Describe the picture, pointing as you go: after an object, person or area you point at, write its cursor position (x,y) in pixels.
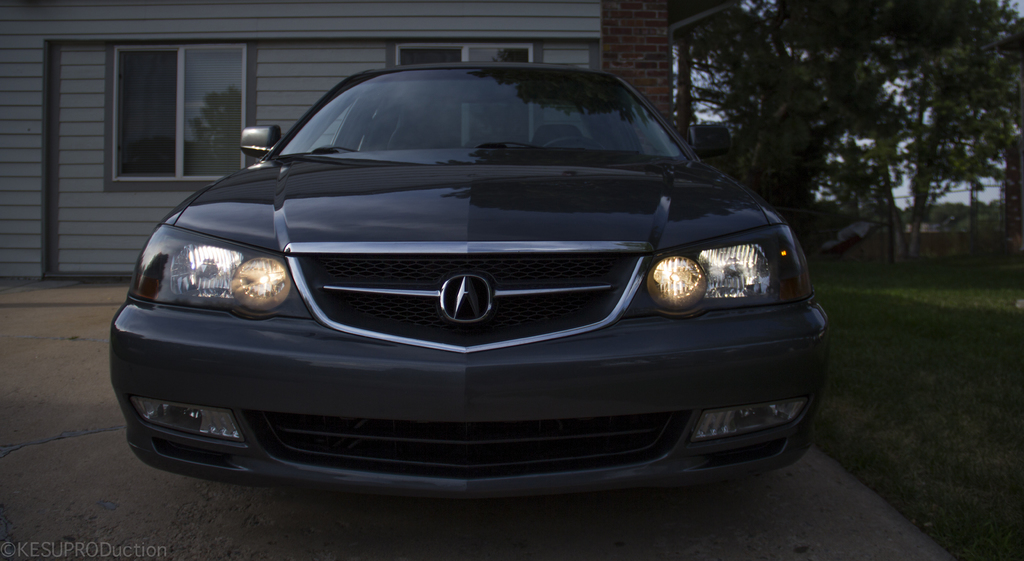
In this picture we can see car (254,367) on the surface (74,448) and grass (893,282). In the background of the image (302,113) we can see wall (292,16), windows (482,61), trees (748,77) and sky (942,182). In the bottom left side of the image (68,543) we can see watermark (66,544).
